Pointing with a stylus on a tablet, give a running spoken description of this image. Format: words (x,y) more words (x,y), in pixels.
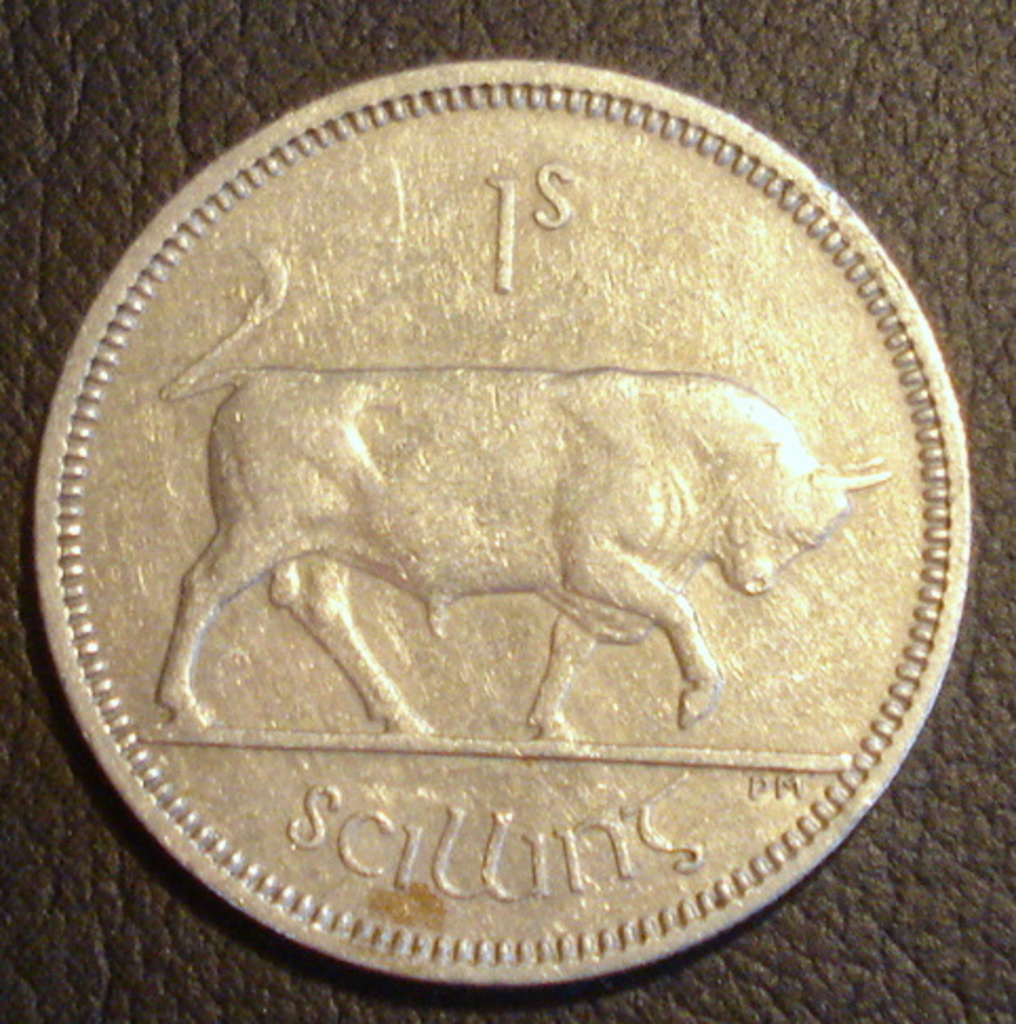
In this image, we can see a picture of an animal (500,463) and there is some text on the coin (222,438) and in the background (978,977), there is a dark surface (952,1007).
